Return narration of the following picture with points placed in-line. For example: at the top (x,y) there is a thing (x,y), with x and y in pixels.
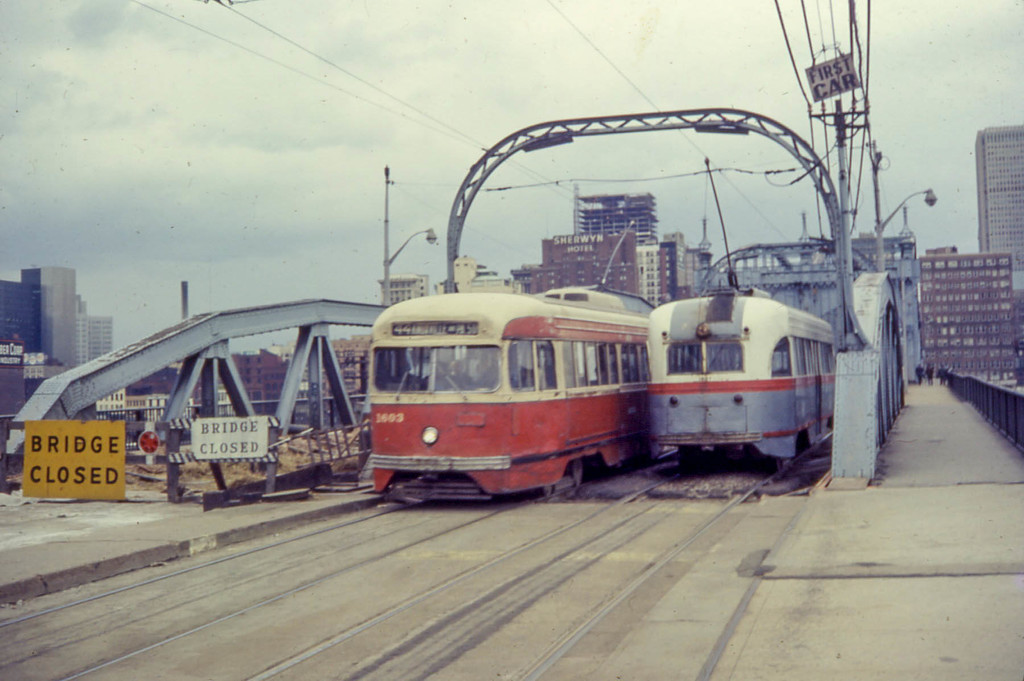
In this image there are trains (689,377) on tracks (455,623), on the right side (931,660) there is a footpath (933,539), on either side of the trains (831,408) there are railings (856,313), at the top (842,151) there are wire (784,36), poles (842,234), in the background (34,320) there are buildings (953,254) and the sky (264,175), near the railing (211,351) there are boards (117,466), on that boards (200,441) there is some text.
